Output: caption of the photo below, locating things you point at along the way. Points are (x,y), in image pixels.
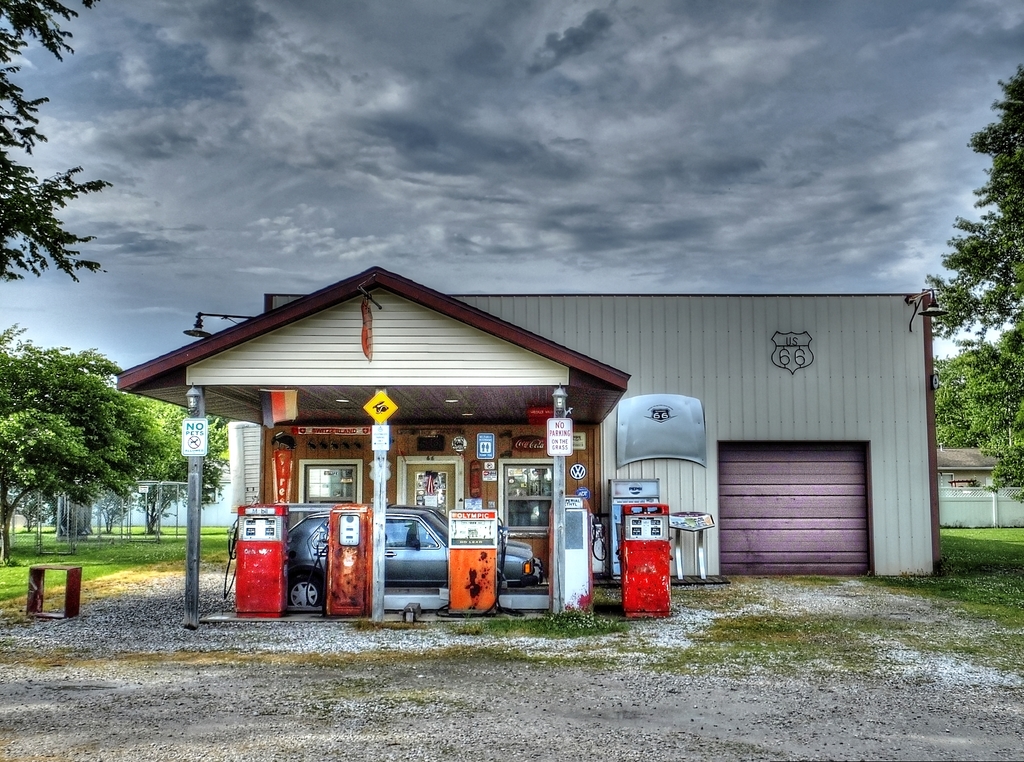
In this image I can see an open ground (160,694) and on it I can see a building (516,382), a car (442,537) and few red color things (659,580). I can also see few boards (186,429) in the center (574,436) and on it I can see something is written. On the both sides of the image I can see number of trees (4,540), grass grounds (1003,596), few more buildings (953,449) and in the background (497,125) I can see clouds (546,96) and the sky (387,182).
